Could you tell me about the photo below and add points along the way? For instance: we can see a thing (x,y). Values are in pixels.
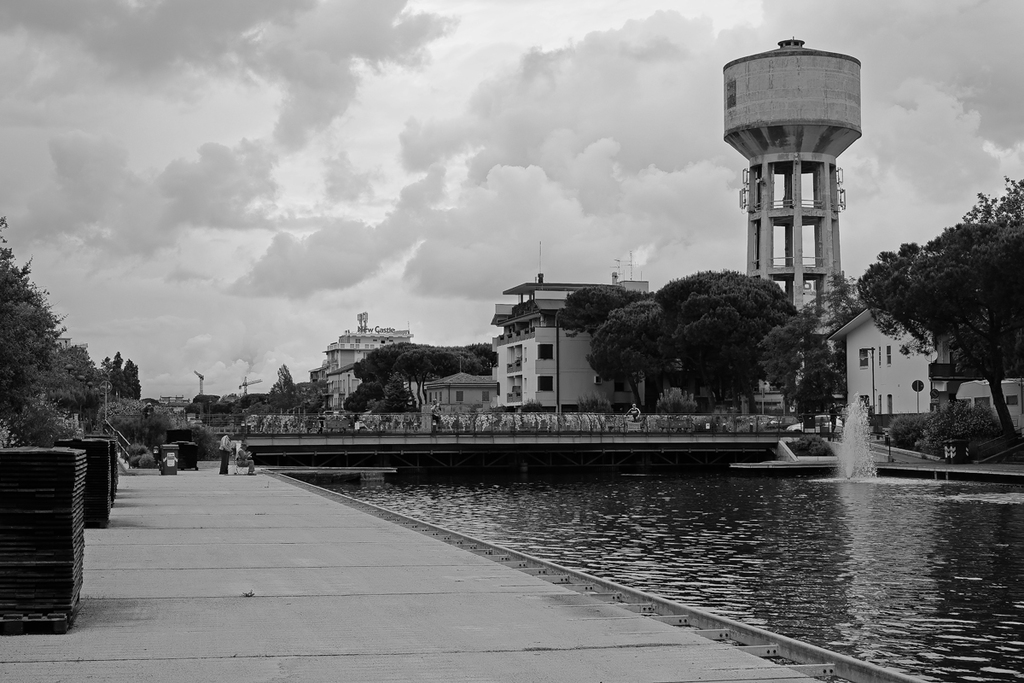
To the left side of the image (188,509) there is a footpath (185,509) with few items (65,476) on it. And to the left corner (42,386) there are trees (112,411). And to the right bottom (873,535) there is water (849,478). Above the water (759,479) there is a bridge (501,451). And to the right side of the image (966,328) there are trees (957,355) and buildings (876,364) with windows (879,348) and roofs (859,317). And in the background (638,353) there are many buildings (548,364), trees (294,393), poles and also there is a water tanker (797,239). And to the top of the image (330,57) there is a sky (300,169) with clouds (681,176).
